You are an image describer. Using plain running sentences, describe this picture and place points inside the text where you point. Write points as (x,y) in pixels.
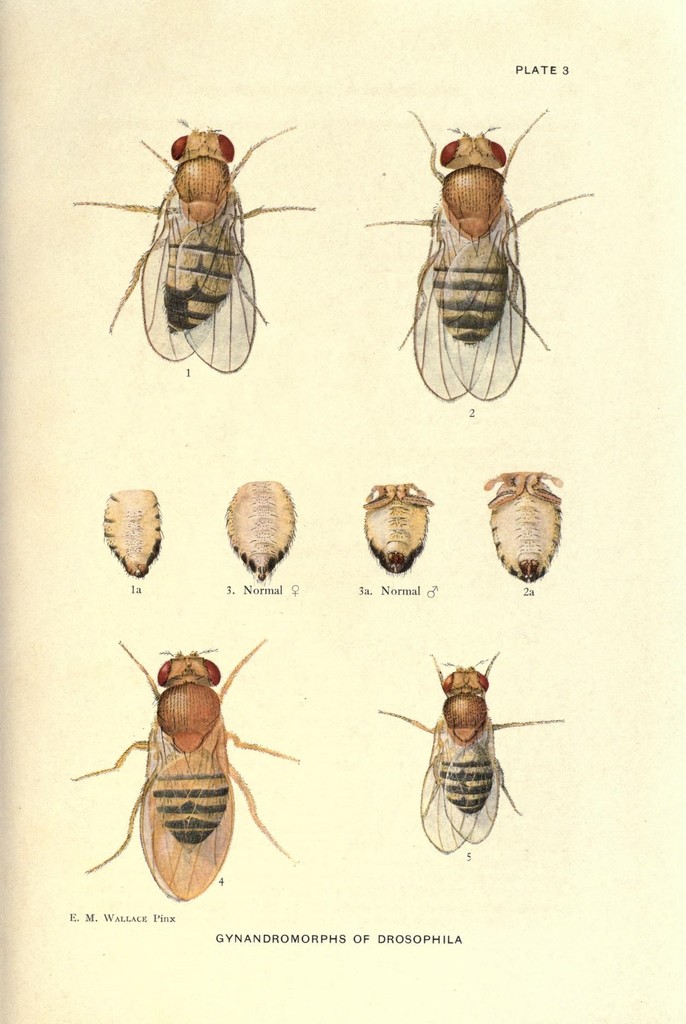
In this image there are few pictures (166,345) of the insects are on it. Bottom of the image (363,936) there is some text (309,937).
